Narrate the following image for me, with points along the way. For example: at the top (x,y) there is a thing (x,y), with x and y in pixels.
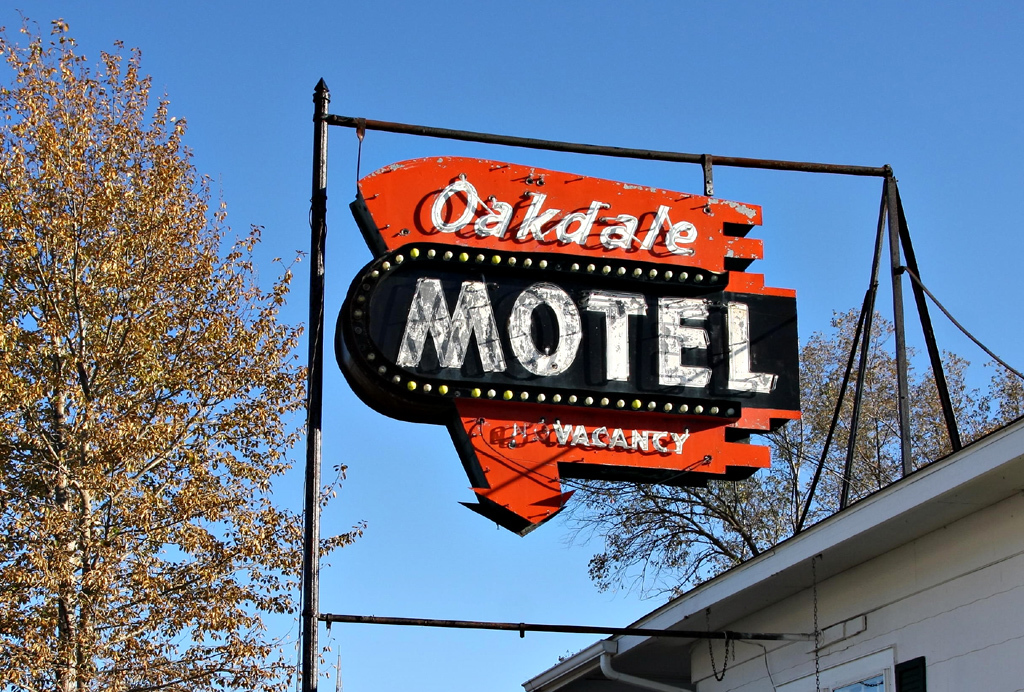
In this picture I can observe red and black color board (438,311) hanged to the poles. There is white color text (517,336) on the board (519,265). On the right side (735,609) there is a house (926,629). In the background (761,481) there are trees (814,377) and a sky (342,105).
